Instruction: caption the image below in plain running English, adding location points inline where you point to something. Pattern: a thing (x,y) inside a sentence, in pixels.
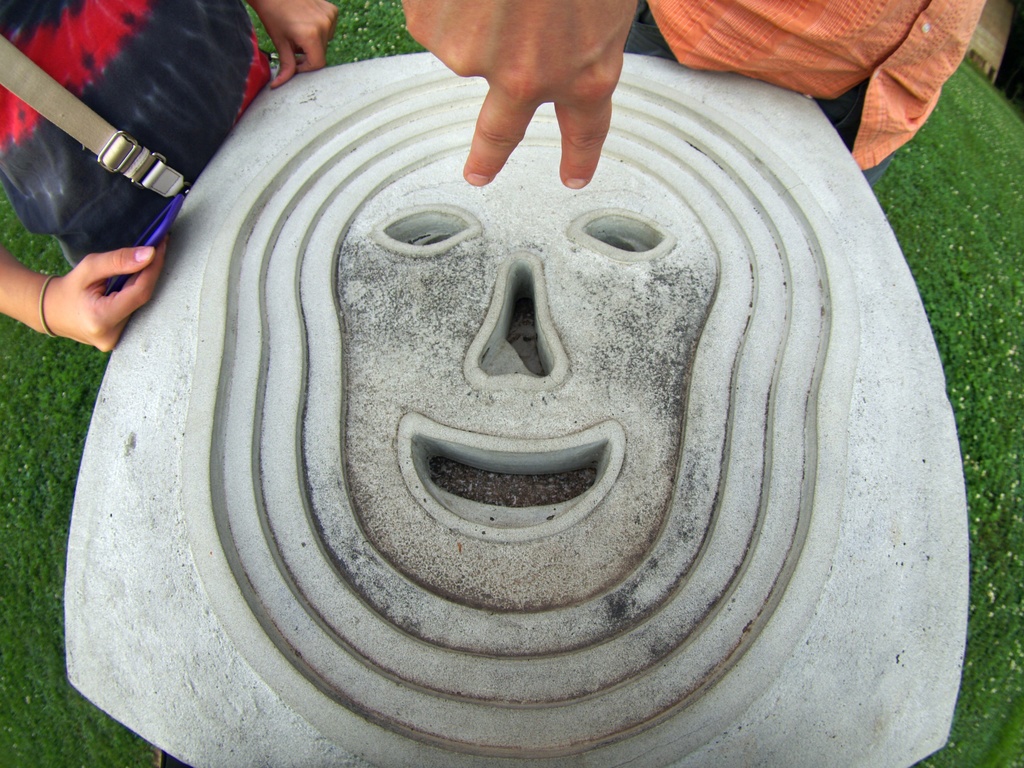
In this image there is a rock structure (540,405), on which there is a nose (480,351), eyes (661,254) and a mouth (521,452), which is placed on the surface of the grass (7,741), in front of that there are two persons (199,114) standing, one of them is holding an object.
